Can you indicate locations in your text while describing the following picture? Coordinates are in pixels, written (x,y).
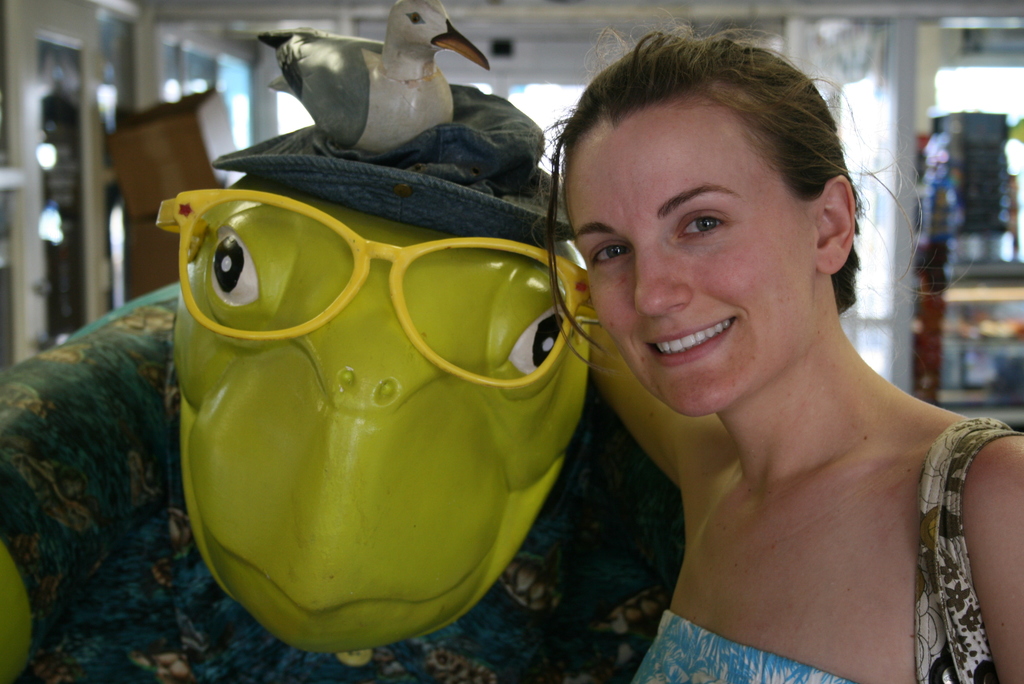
This image is taken indoors. In the background (915,248) there are a few things (943,312). In the middle of the image (635,289) there is a woman (640,235) with a smiling face (747,335) and there is a toy turtle (415,444) with spectacles (431,356) and a cap (412,197) and there is a toy bird (338,68) on the cap (503,145).
